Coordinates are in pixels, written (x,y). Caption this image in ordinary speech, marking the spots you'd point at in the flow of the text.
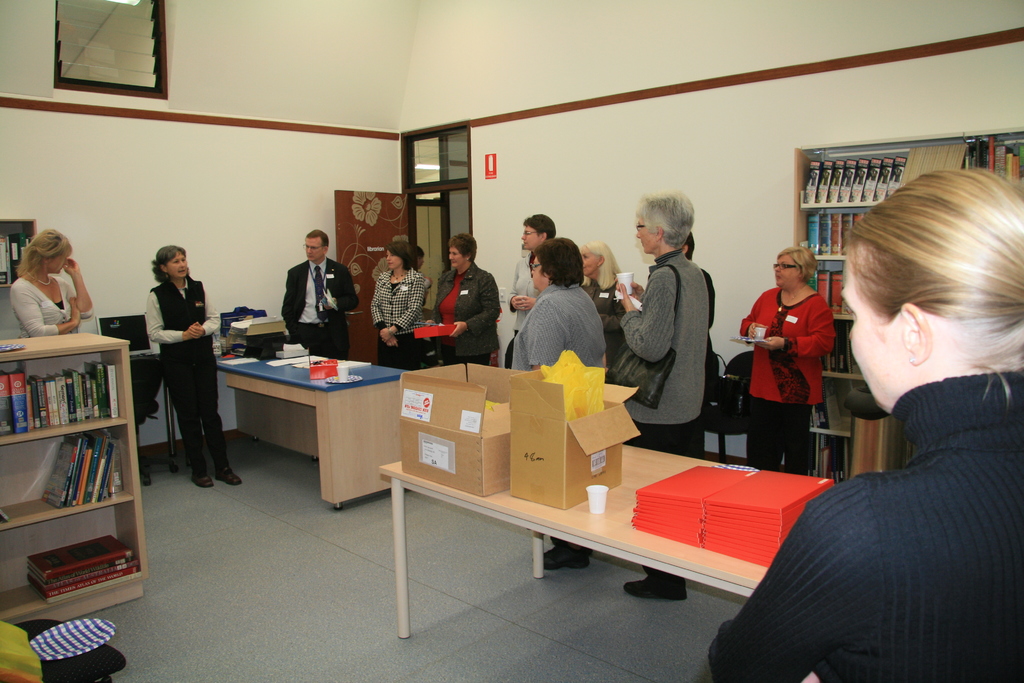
In this image there are group of people (539,322) standing, the women (168,300) standing here is talking, there are few books (62,405) in a wooden rack (77,523). There are two cardboard boxes (486,470), a cup (600,491), few books (743,504) on a table (690,545). At the background (184,108) there is a wall (279,206) and a door (378,207).
